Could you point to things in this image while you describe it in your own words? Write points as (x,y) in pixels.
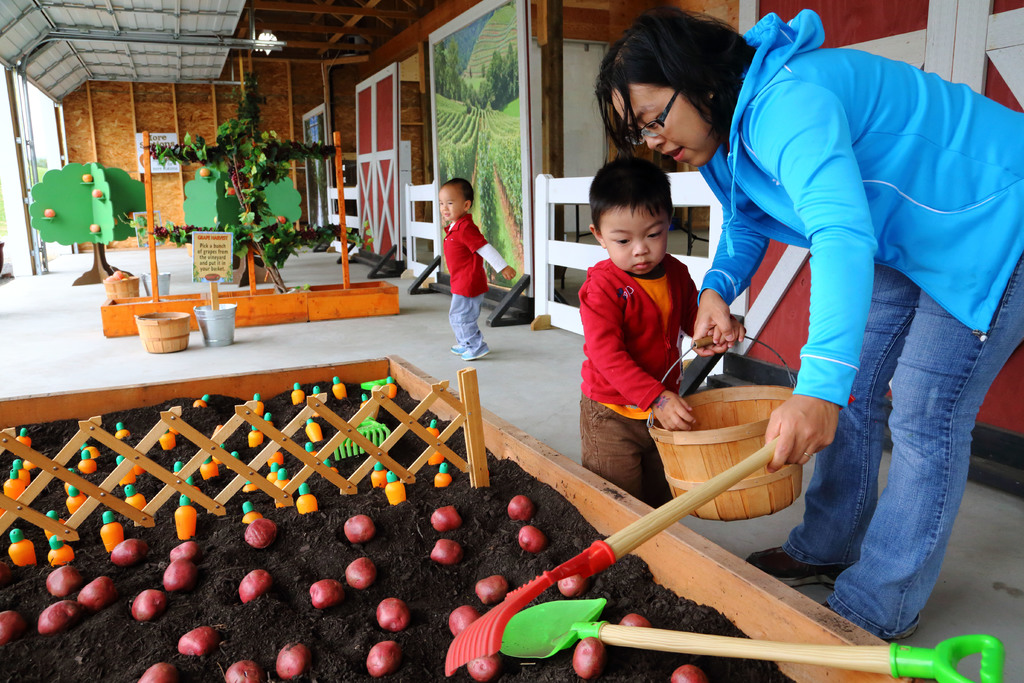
In this picture we can see a woman (825,520) is holding a wooden bucket (726,495) and a shovel (736,465) and on the left side of the woman (740,187) there are two kids (631,366). In front of the people (684,428) there are some decorative items (152,673) and behind the people (467,254) there is a wooden door (387,118) and a wall (536,110).
